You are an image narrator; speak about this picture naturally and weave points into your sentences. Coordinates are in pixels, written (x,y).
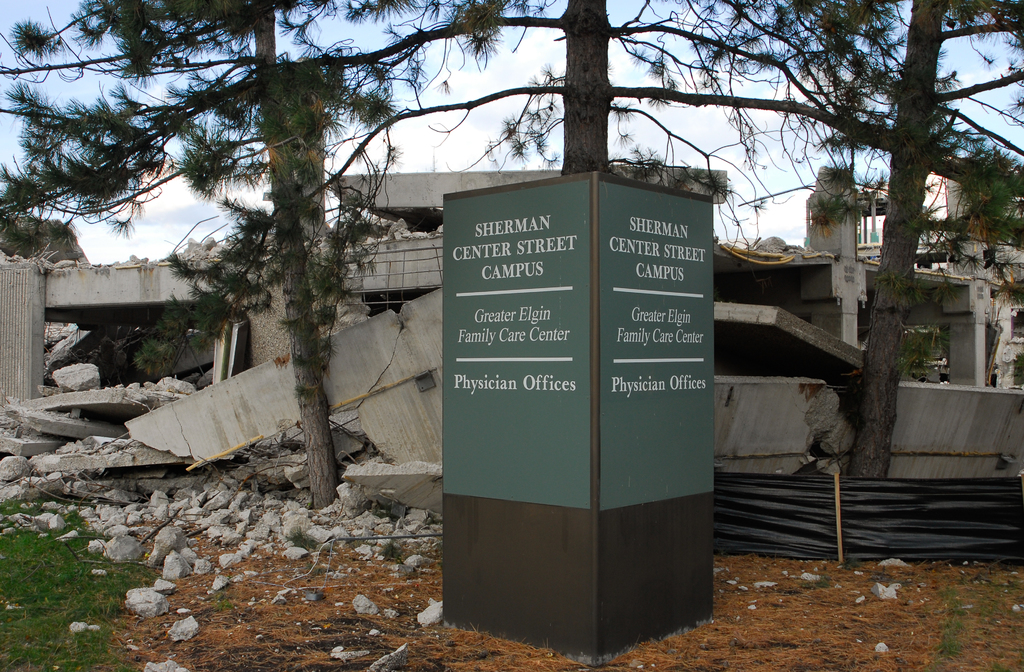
In this image we can see some informational pillar (532,349). We can also see the grass (124,576), destructed building (417,235), trees (907,195) and also the soil (804,630). Sky (734,130) is also visible with the clouds (722,79) in the background (773,206).
